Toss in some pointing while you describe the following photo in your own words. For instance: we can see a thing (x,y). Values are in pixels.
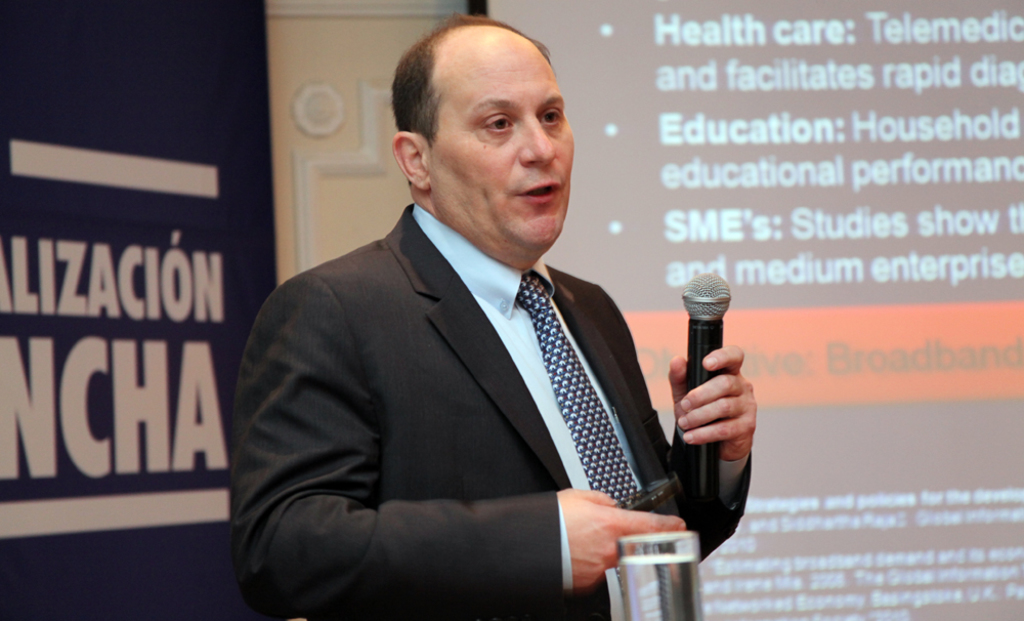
This picture shows a man (588,465) standing and speaking with the help of a microphone (712,298) and we see a projected screen (750,294) on the right (790,422) and a hoarding (249,52) on the left (181,447) and we see a water glass (624,586) on the table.
